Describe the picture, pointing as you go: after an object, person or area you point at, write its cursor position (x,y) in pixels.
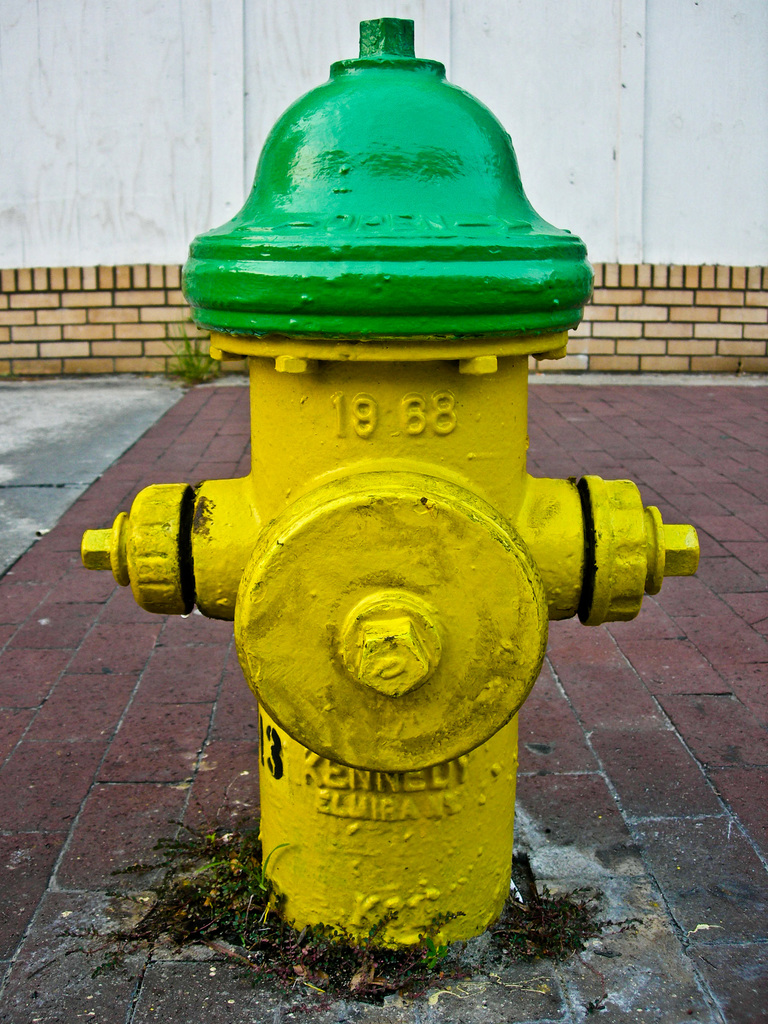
In this picture we can see a hydrant (425,591) on the ground (12,534) and we can see a wall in the background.
